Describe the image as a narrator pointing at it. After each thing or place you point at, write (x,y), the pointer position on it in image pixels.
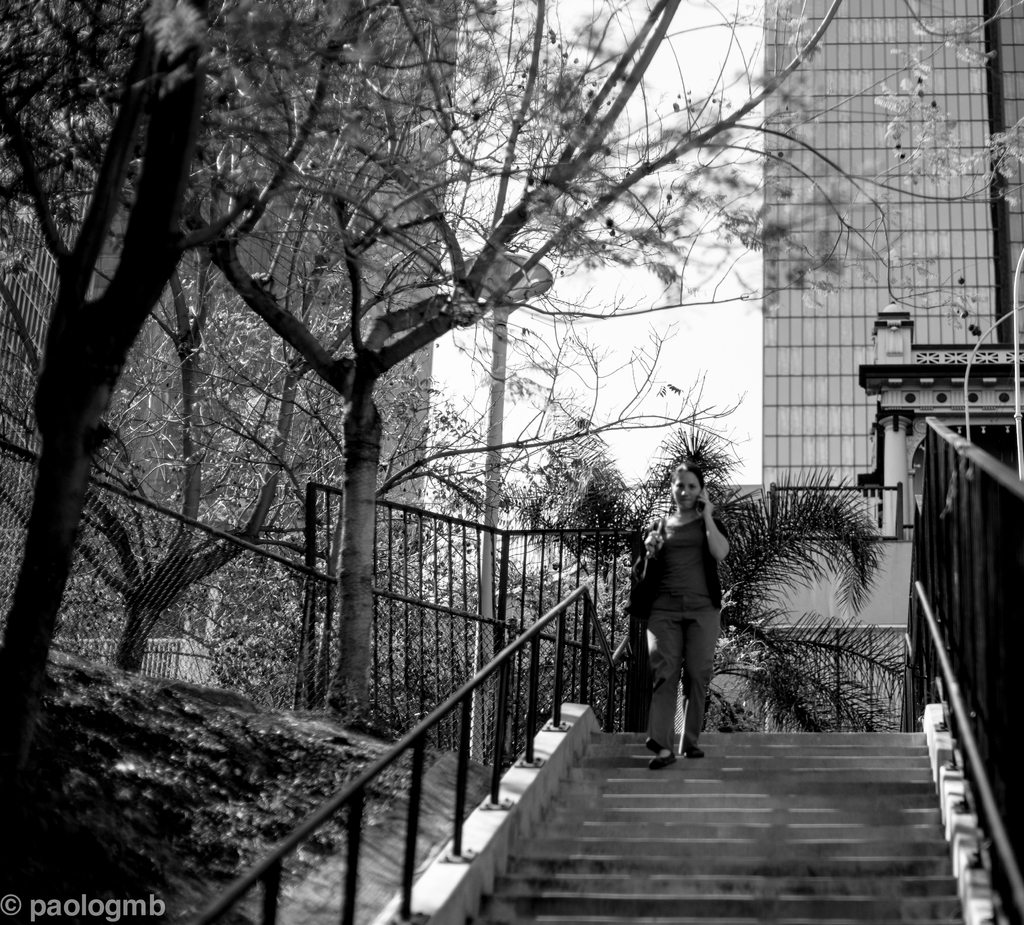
In the image we can see there is a person (686,596) standing on the stairs (705,793). Behind there are trees (338,305) and buildings (901,208). The image is in black and white colour.
